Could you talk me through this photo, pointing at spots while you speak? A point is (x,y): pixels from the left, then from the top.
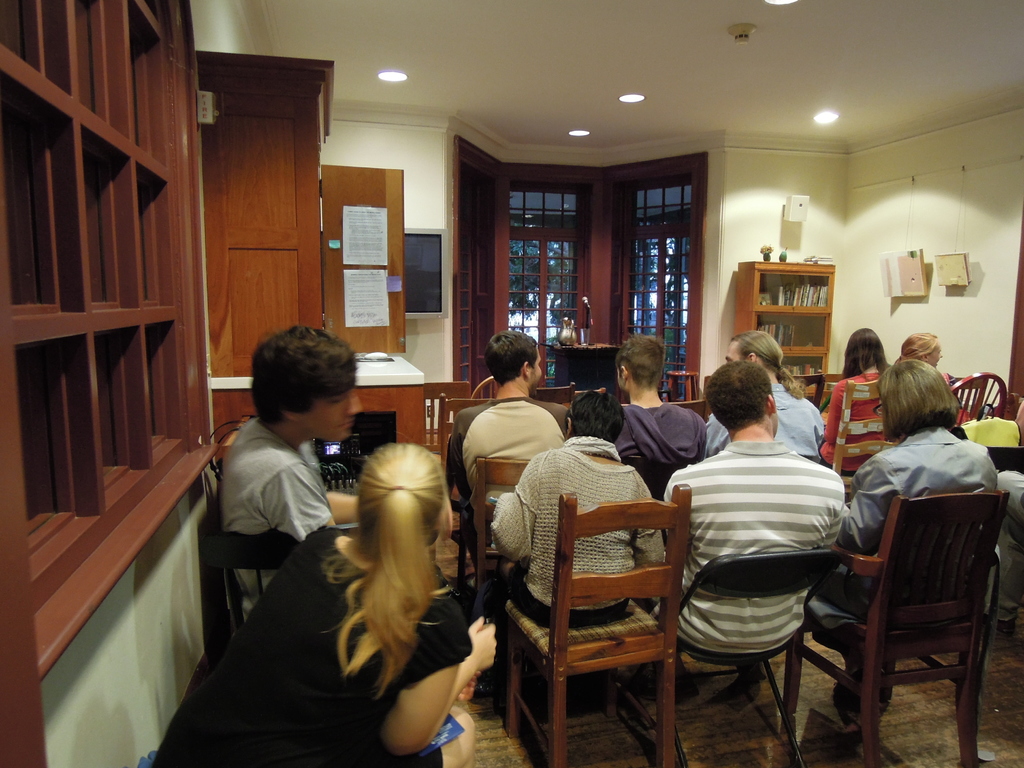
It is a study room (143,337) there are few people (802,595) sitting in the chairs (645,614), in front of them there is a table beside the table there is a book shelf (796,315) there are also few speakers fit to the wall (857,312), to the left side (256,186) there is a big cupboard (389,274) to the right side of the cupboard (399,317) there is a window (528,193), to the roof (386,70) there are some lights (635,94).
